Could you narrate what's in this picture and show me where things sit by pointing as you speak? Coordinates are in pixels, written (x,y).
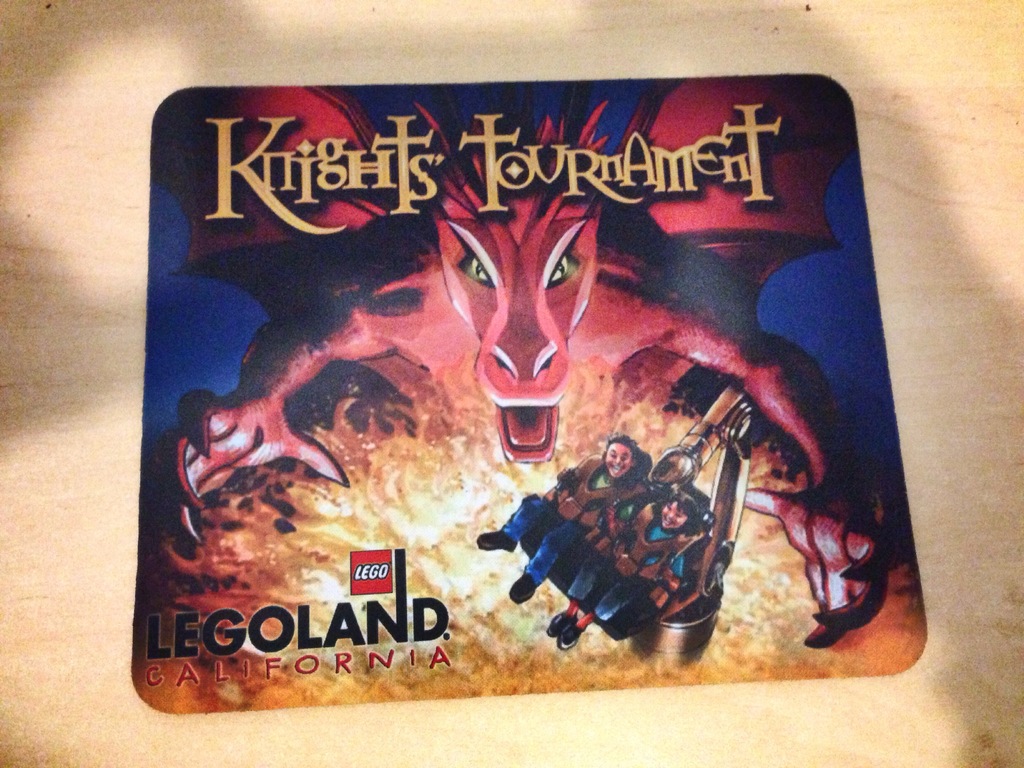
As we can see in the image there is a table (48,520). On table (33,246) there is a banner (721,142). On banner (564,430) there is a dragon (515,341), fire (477,403), two people (651,568) and some matter (360,567) written.
